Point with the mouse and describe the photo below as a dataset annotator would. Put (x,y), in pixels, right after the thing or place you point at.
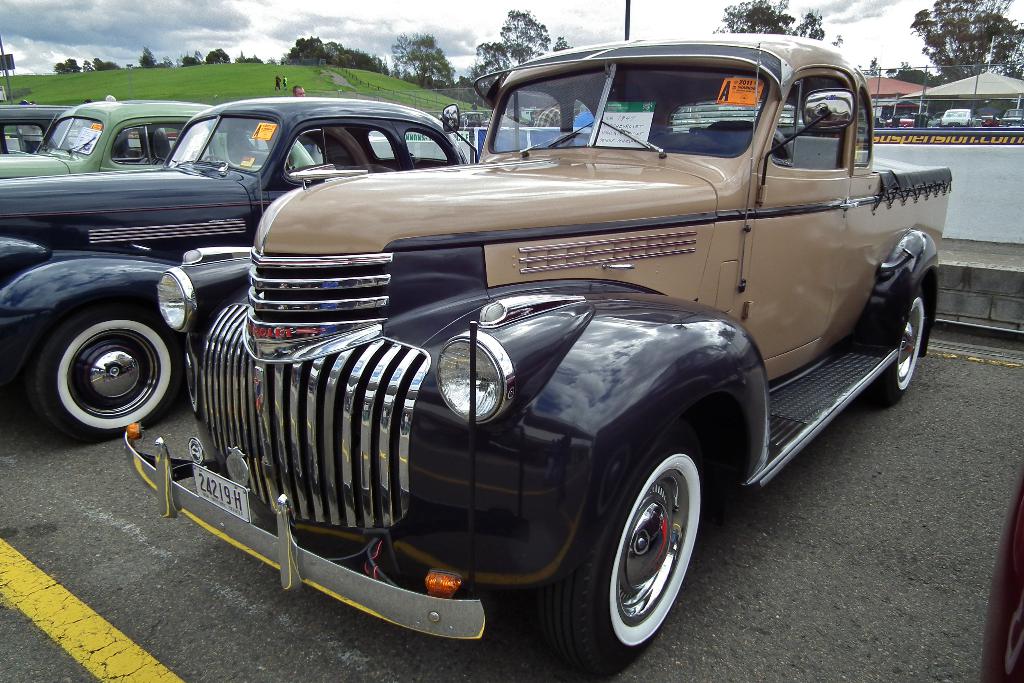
In this image we can see many vehicles (429,285). In the back (957,69) there are trees (326,58), hill (344,90), many vehicles (903,119), small sheds (905,90) and sky (253,17) with clouds (447,44).
